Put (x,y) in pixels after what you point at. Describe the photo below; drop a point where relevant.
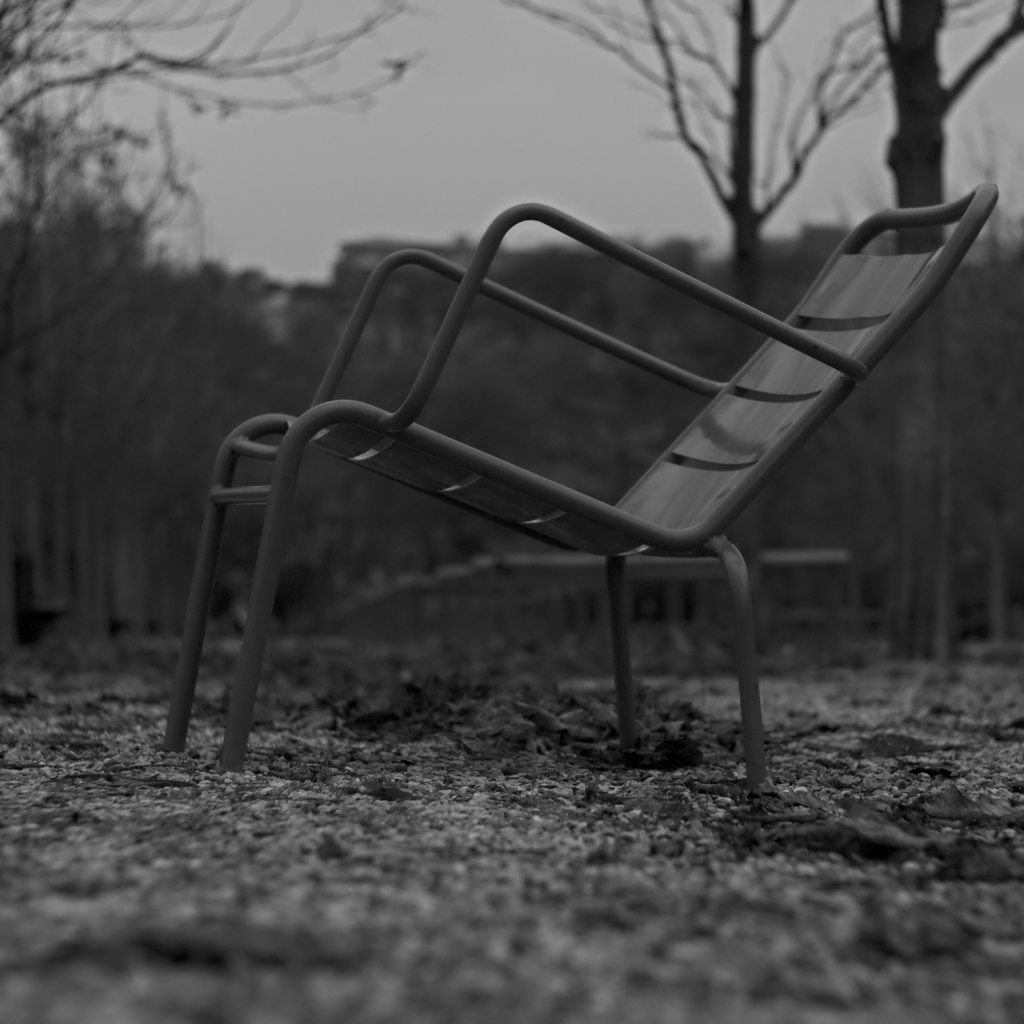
In this image I can see a chair (331,377) in the front (597,337). In the background (103,438) I can see few trees (72,405) and I can see this image is little bit blurry in the background (440,101). I can also see this image is black and white in colour.
